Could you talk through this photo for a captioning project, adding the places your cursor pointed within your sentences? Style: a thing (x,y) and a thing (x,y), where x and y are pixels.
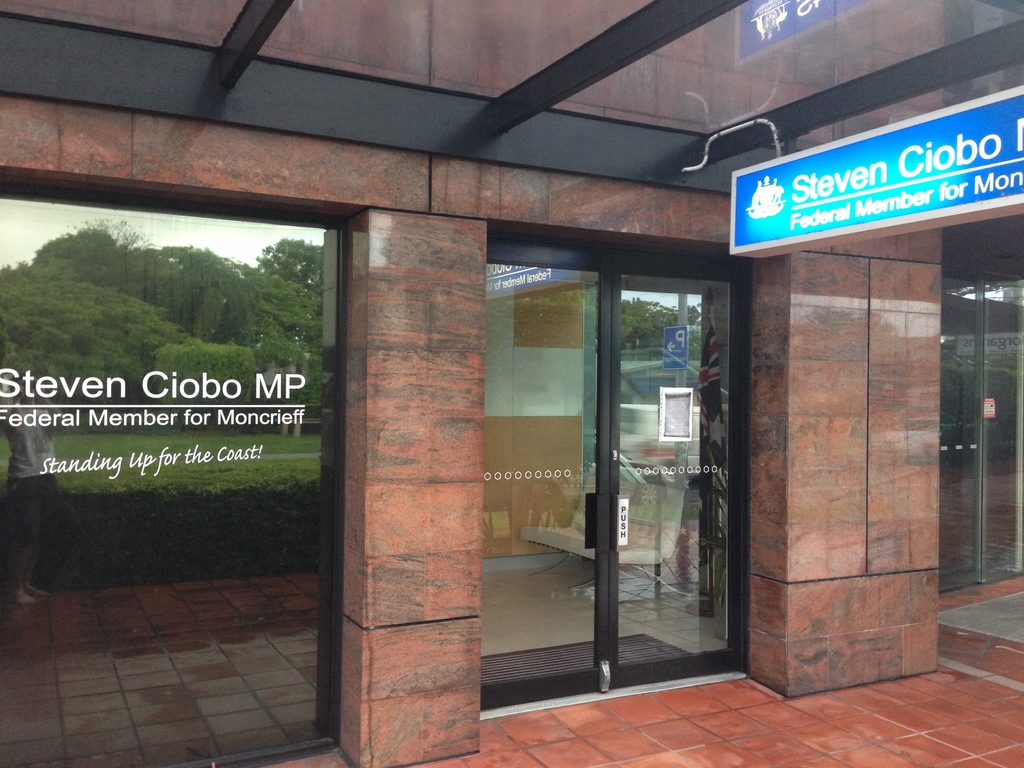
In this image I can see a door (599,528) and glass wall (189,456). Here I can see a board (878,197) which has something written on it. I can also see something written on the glass wall (217,433). Here I can see trees (97,290) and the sky (10,232).
